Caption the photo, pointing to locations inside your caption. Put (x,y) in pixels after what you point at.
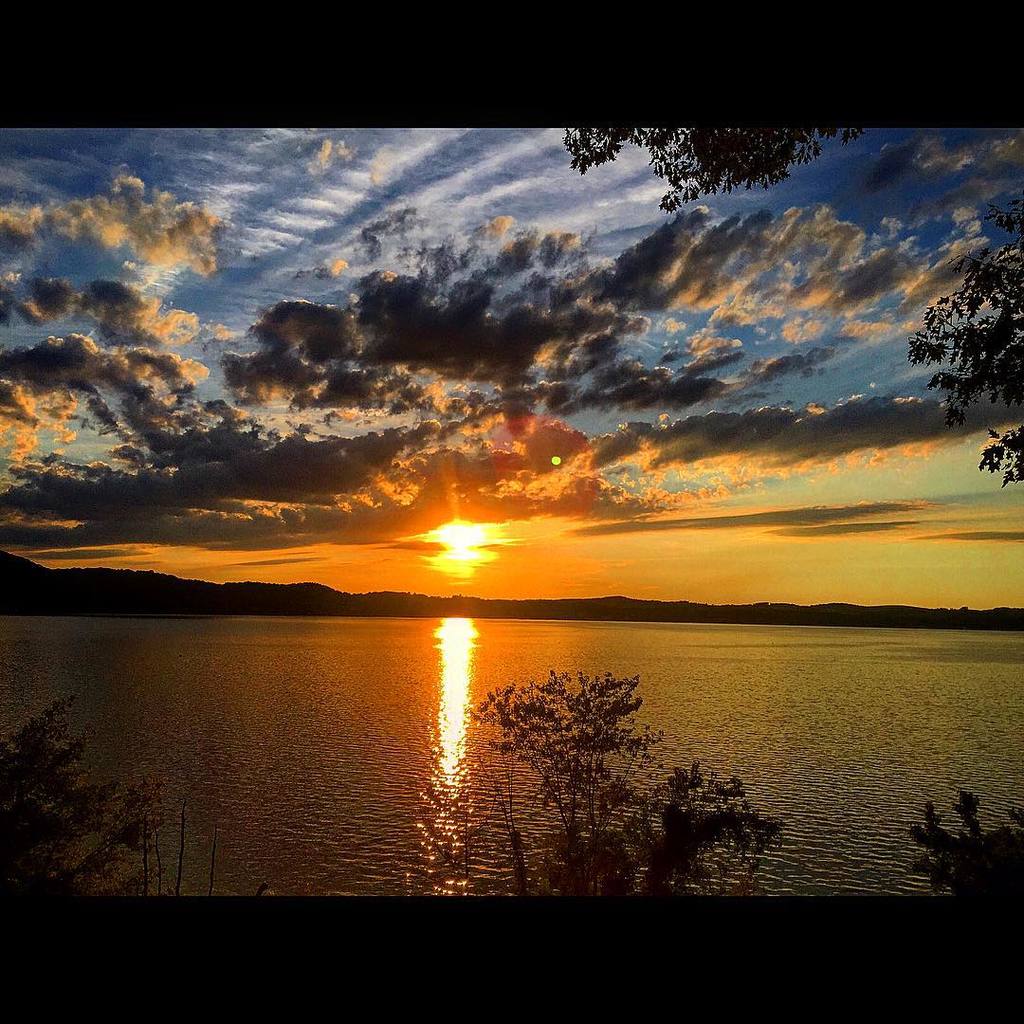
In the center of the image (453,567) we can see a sun (465,549), mountains (183,598) are present. At the bottom of the image (663,837) trees (675,808) are there. At the top of the image (458,198) clouds (415,328) are present in the sky (562,508). In the background of the image (425,690) water (218,733) is present.
